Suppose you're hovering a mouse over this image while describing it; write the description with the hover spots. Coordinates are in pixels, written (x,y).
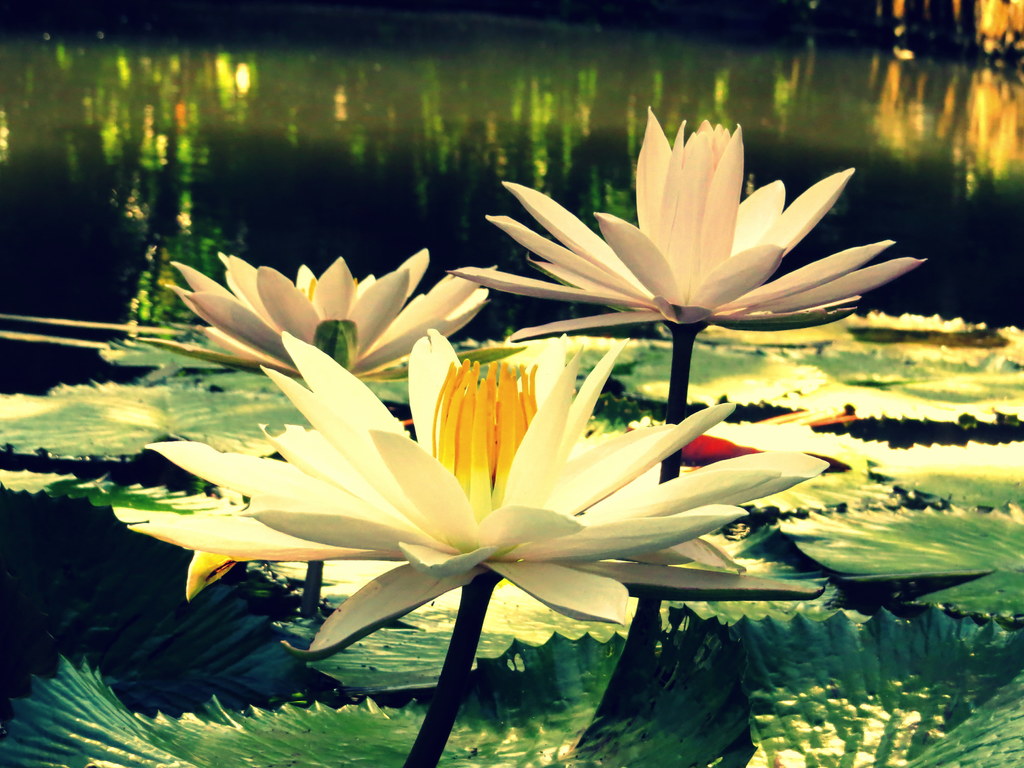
In this image few lotuses (281,312) and few leaves (795,404) are on the water (336,253).
